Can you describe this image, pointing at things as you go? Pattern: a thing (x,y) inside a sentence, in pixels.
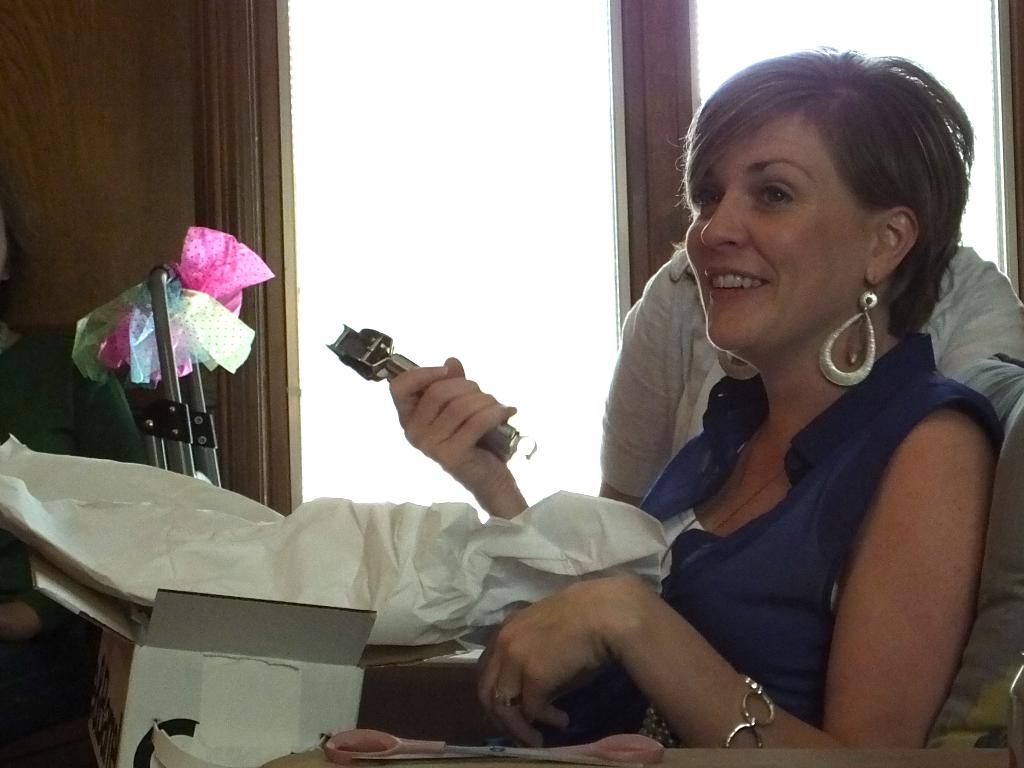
In the image we can see the woman (719,466) on the right side of the image (716,440). She is sitting, wearing clothes (784,582), the bracelet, earrings (826,358) and she is smiling and she is holding an object (376,354) in her hand (414,387). Here we can see the carton box (164,666) and other objects (244,569). Here we can see the window (388,127).
